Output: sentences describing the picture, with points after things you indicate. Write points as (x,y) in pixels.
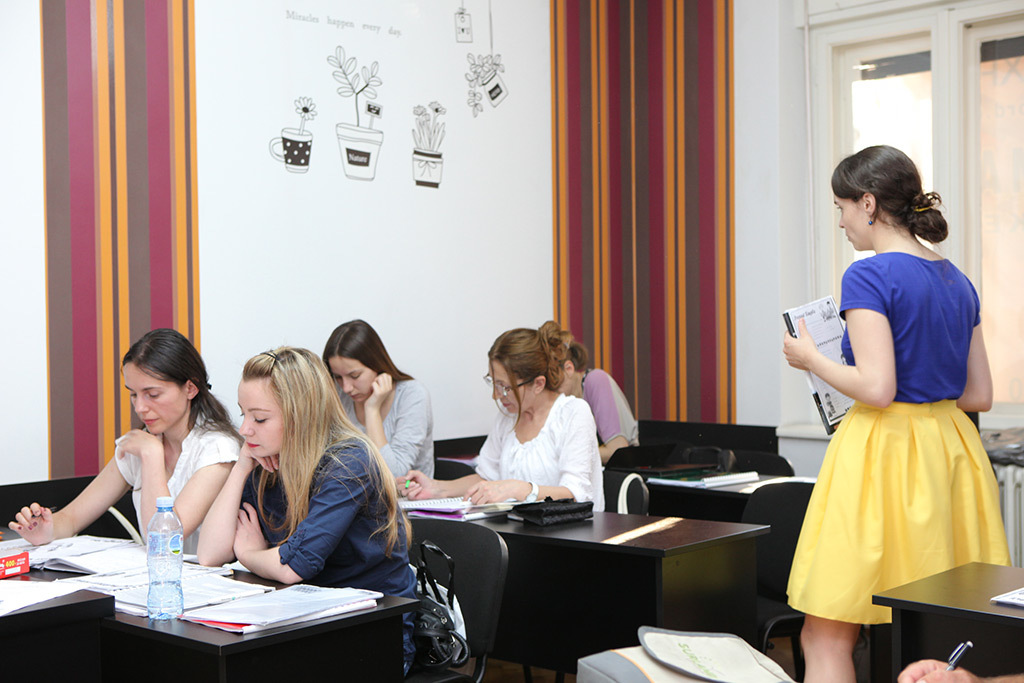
In this image I see 5 women (586,388) who are sitting and there are tables (17,653) in front of them and there are books (368,592) on it. I can also see there is a woman (849,298) over here and she is holding the book (795,315). In the background (776,294) I see the wall (728,129), windows (1004,26) and art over here.
